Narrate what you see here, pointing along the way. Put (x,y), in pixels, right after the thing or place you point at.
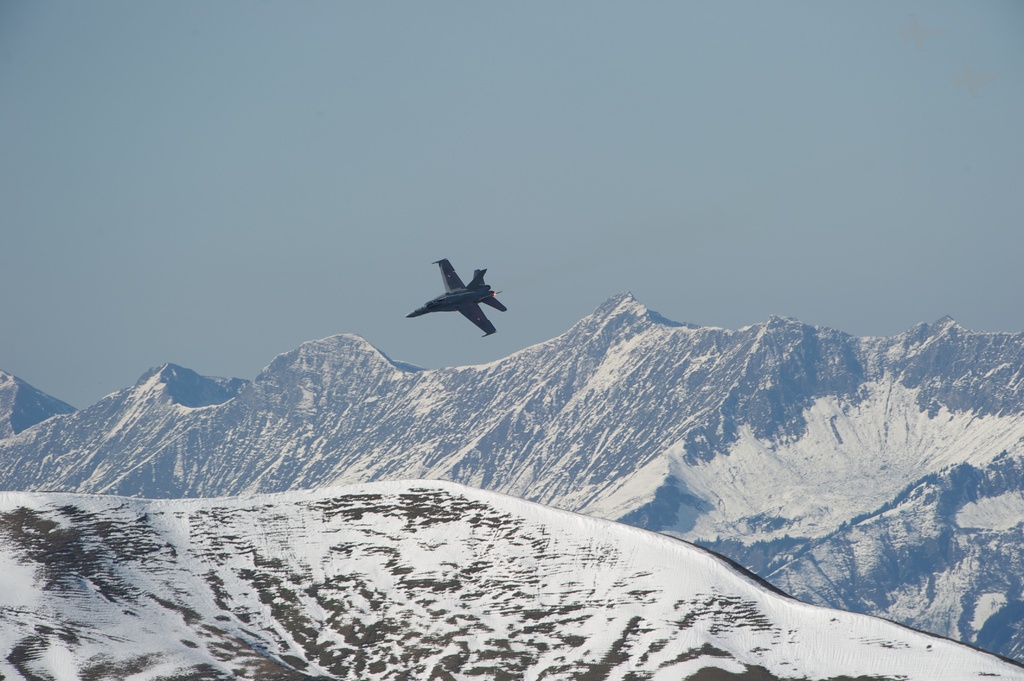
This is an outside view. At the bottom (345,624), I can see the snow (238,591). In the background (275,452) there are mountains (372,388). In the middle of the image (460,294) there is an airplane (449,292) flying towards the left side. At the top of the image (382,125) I can see the sky (498,147).
